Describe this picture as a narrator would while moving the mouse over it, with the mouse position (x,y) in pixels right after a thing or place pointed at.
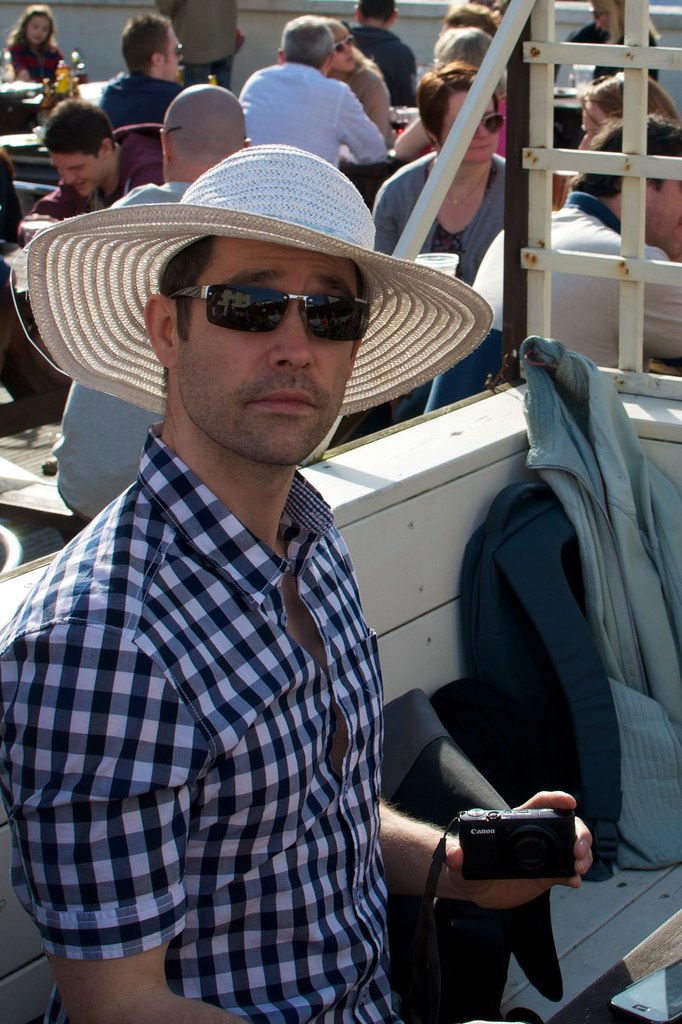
In the image we can see there is a man (307,752) sitting on the bench (558,903). He is wearing sunglasses (322,314) and hat (294,235). There are bags (563,632) kept on the bench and behind there are other people (296,57) sitting on the bench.
